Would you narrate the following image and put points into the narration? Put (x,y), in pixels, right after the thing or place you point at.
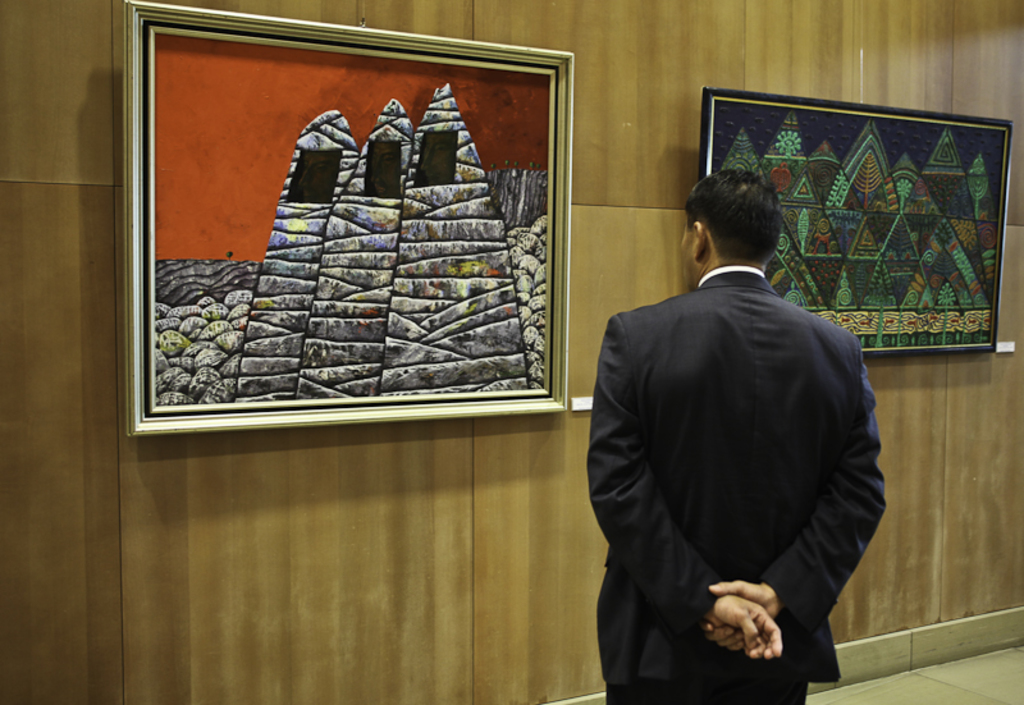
In front of the image there is a man (750,397) standing. In front of him on the wall (494,420) there are frames (952,205).
